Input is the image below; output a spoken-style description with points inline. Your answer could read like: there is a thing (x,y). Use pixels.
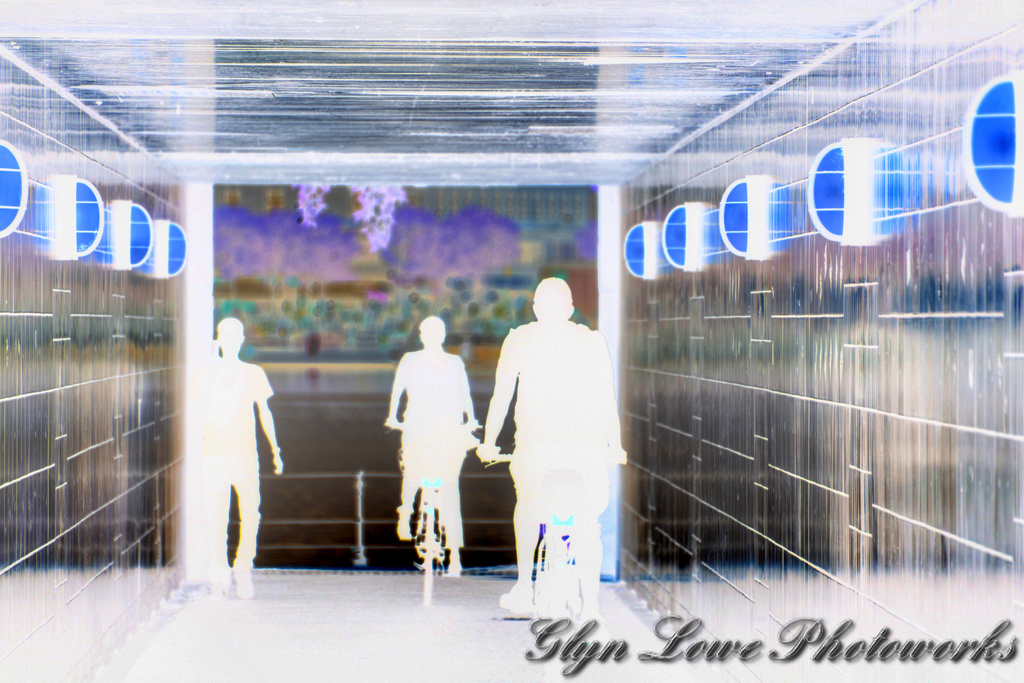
This is a negative image. In the middle of the image (519,430) there are two people (529,425) riding the cycle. And the other person (243,436) is walking. To the left (27,425) and right corners of the image there is a wall (39,195) with blue items (147,250) on it. To the right bottom corner of the image (947,660) there is a name (545,647).
